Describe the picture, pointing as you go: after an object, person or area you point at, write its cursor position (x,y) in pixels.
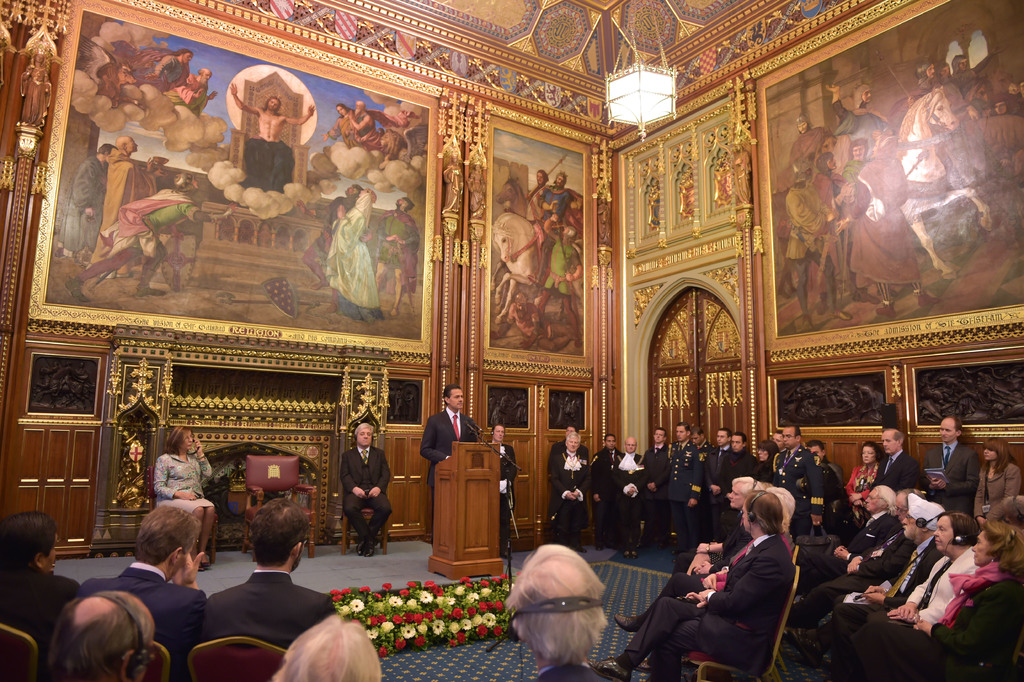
In the picture we can see some group of persons (652,643) sitting on chairs (253,675), some are standing, there is a person (436,418) standing behind podium (459,503) on which there is a microphone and there are some flowers (443,596) on ground (439,660) and in the background (471,294) there is a wall (259,154) which is painted with different pictures (293,315).
